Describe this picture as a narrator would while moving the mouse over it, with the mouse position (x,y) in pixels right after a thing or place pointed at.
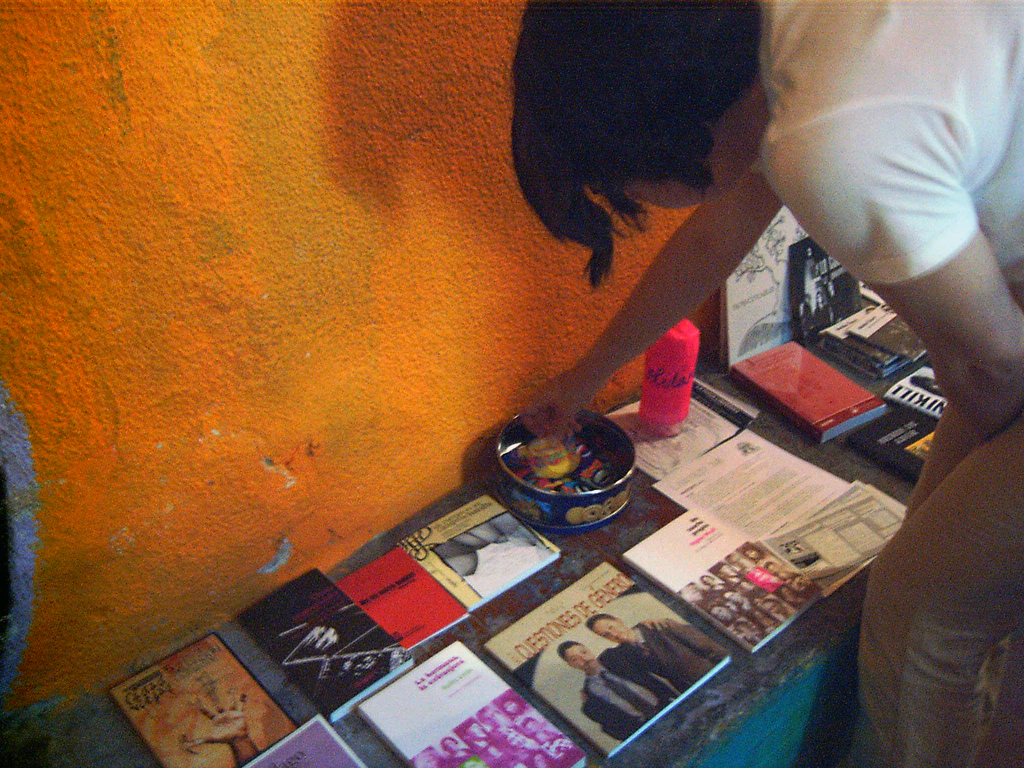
In this image we can see a person (896,222) on the right side (959,277). There is a stand (487,623) on that. There are many books (537,563). Also there is a box (580,505) with some items (570,453). There is a wall (365,372) near to the stand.
